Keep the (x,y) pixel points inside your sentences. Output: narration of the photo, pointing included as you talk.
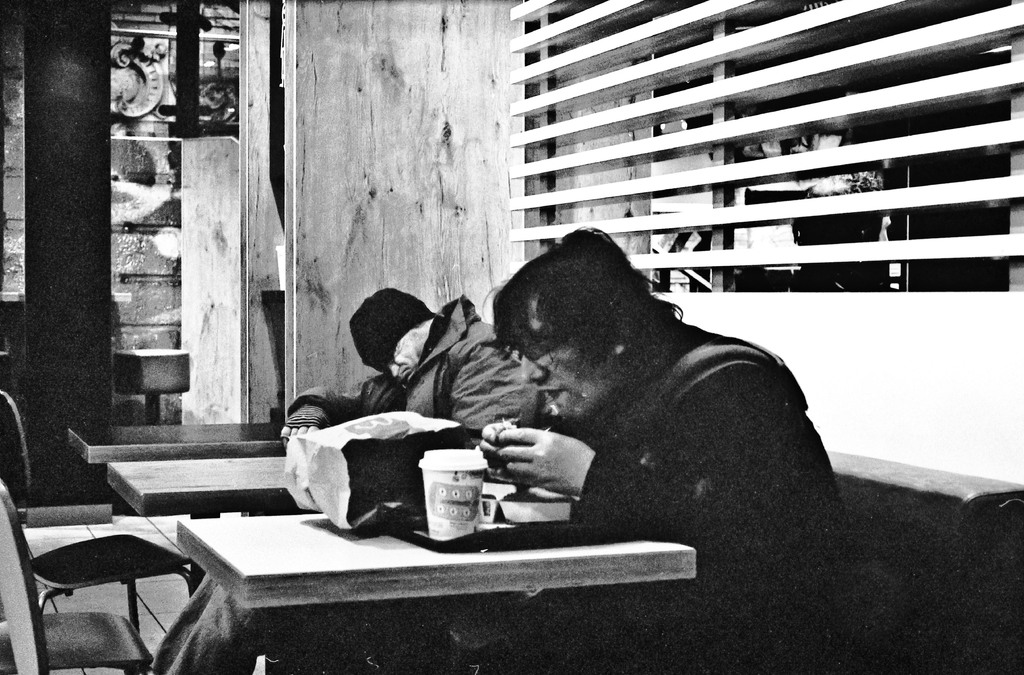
In this image there are tables (181,533) around these there are chairs (164,552). Two people (622,463) are sitting. This person (641,449) is eating something. On the table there are glass (455,490), packs (400,453). On the top right (798,101) there are fence (769,70).
